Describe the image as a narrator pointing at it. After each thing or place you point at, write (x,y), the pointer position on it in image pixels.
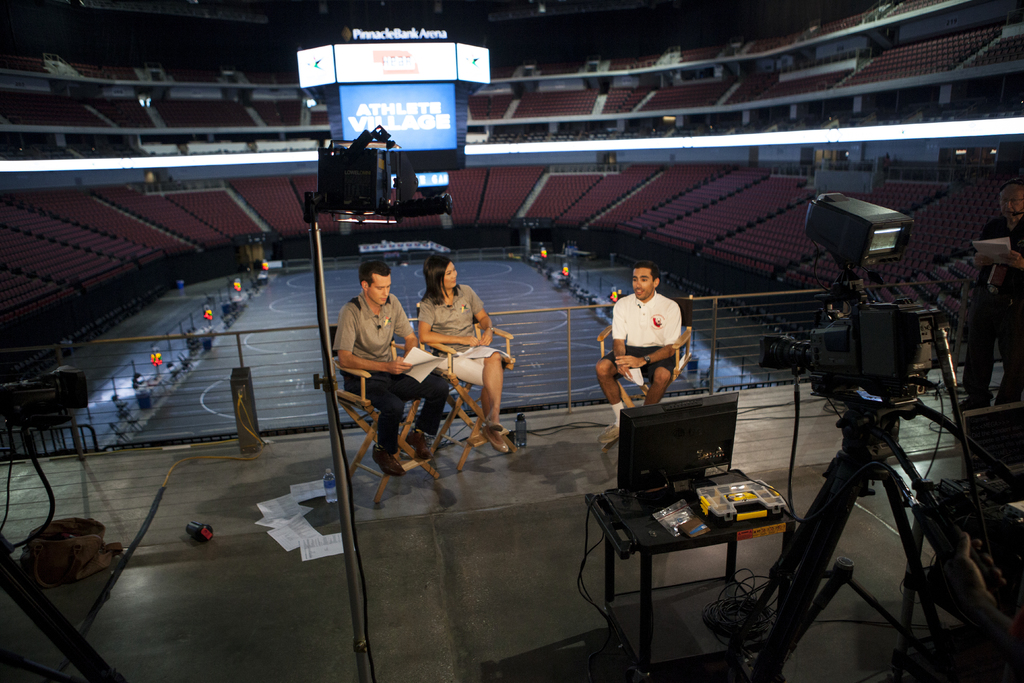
In this image I can see three persons (500,357) sitting on the chairs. On the right side (859,288) I can see a camera (921,388). In the background (32,226) I can see few seats (19,211).
